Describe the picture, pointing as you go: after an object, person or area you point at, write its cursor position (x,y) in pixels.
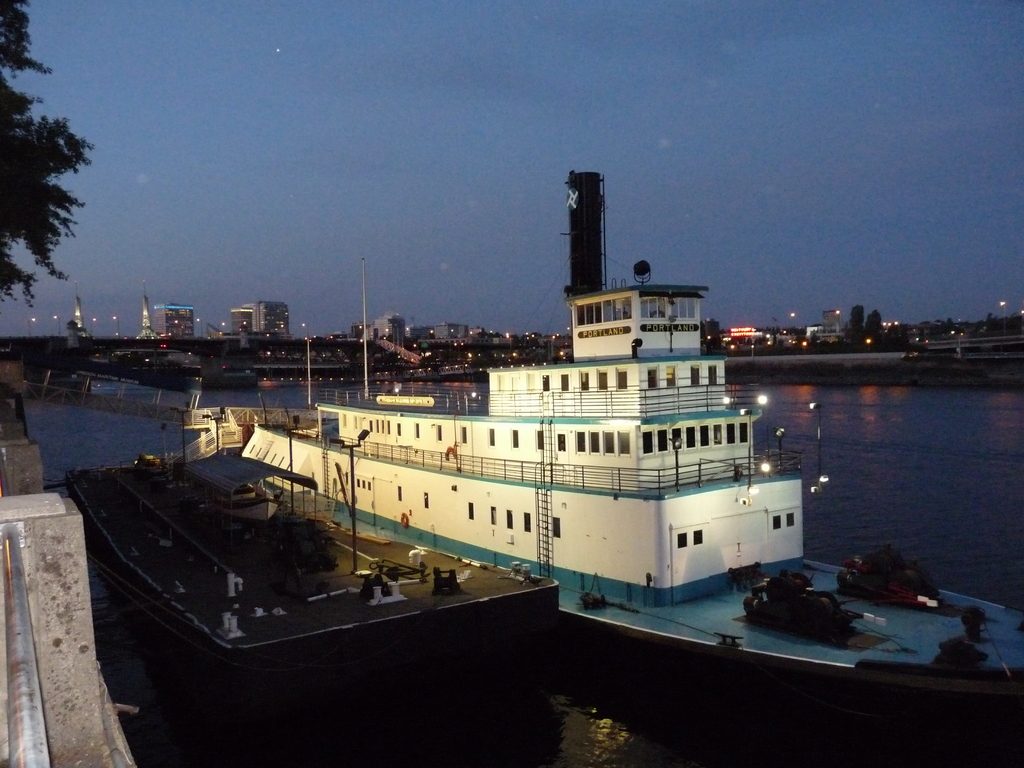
This image is taken outdoors. At the top of the image (335,180) there is a sky (584,134). At the bottom of the image (454,725) there is a river (886,440) with a few boats (271,490) and a ship (459,424) on it. On the left side of the image (87,677) there is a wall (35,615) with railings (38,744) and there is a tree (2,239). In the background (170,328) there are a few buildings (248,328), houses (454,326), towers (76,318) and trees (878,334). In the ship (782,505) there are a few windows (492,521), railings (607,480) and ladders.
